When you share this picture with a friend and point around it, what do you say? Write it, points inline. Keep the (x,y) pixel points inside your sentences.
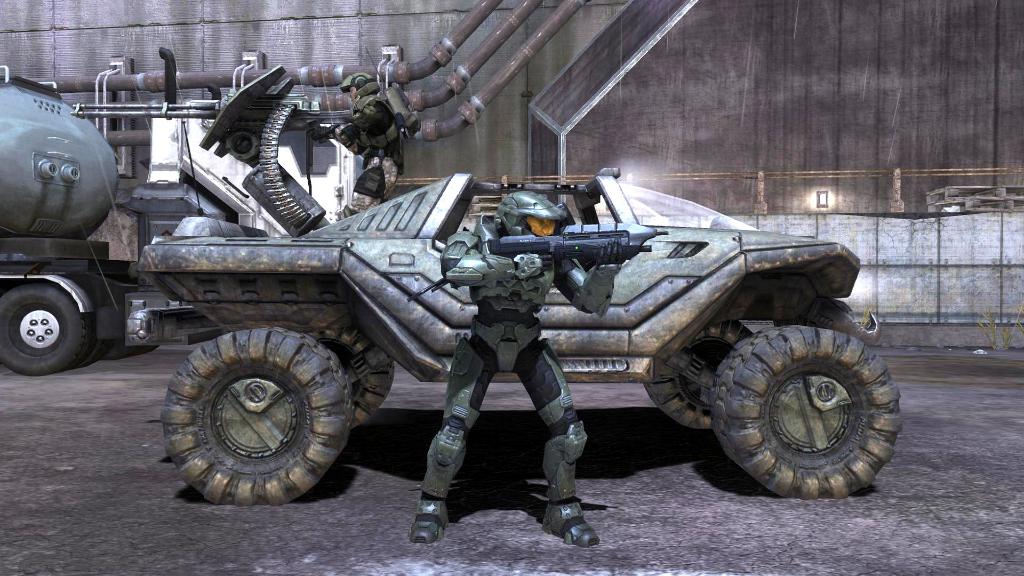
Here this picture is an animated image, in which we can see vehicles (404,248) present and we can also see a person (529,275) in an armor (498,257) holding a gun (524,240).
